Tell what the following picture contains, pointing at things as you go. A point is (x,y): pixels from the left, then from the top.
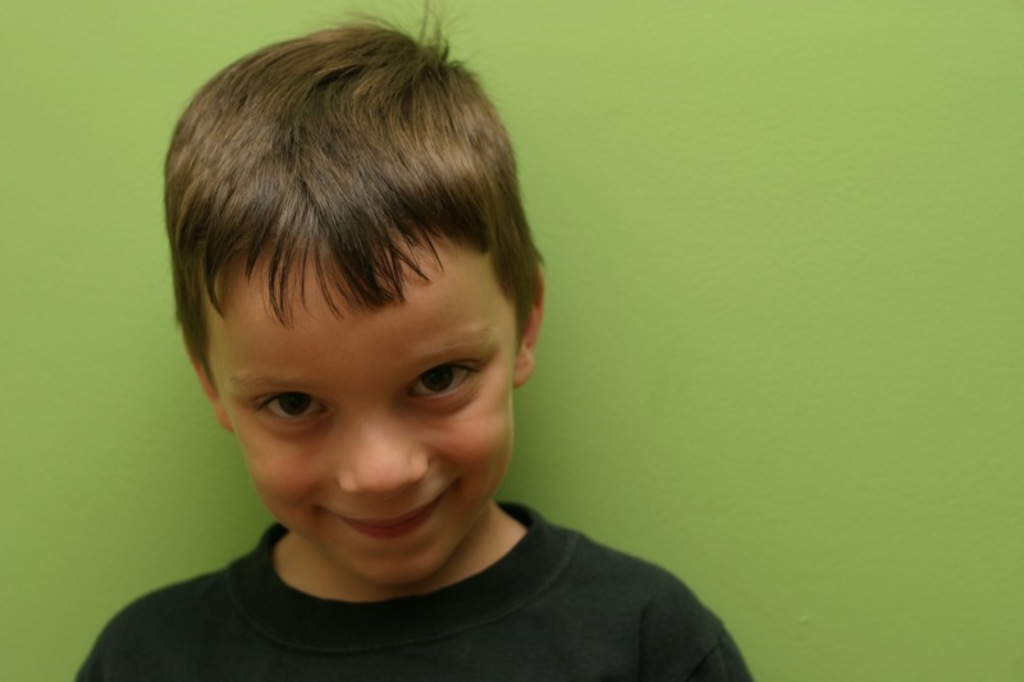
In this image there is a boy (361,282) wearing a black T-shirt (436,625). Behind him there is a wall (631,267) which is painted in green color.
